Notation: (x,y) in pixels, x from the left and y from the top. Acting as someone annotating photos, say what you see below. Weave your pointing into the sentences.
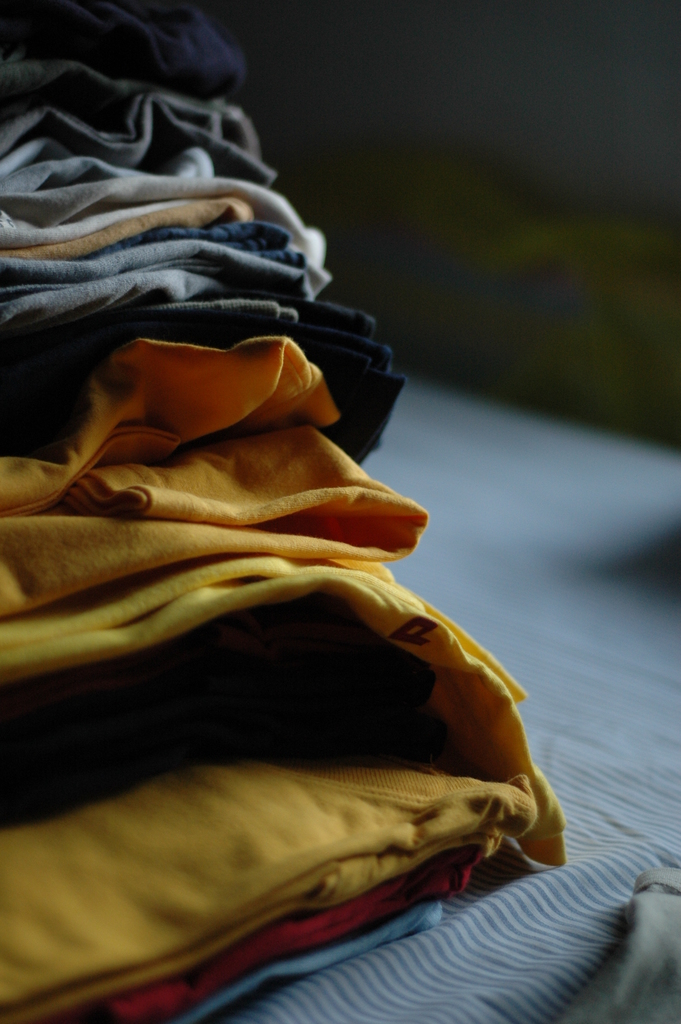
In the picture I can see clothes (351,506) are folded and kept on the white color cloth (536,927) and the background of the image (658,428) is dark and blurred.
